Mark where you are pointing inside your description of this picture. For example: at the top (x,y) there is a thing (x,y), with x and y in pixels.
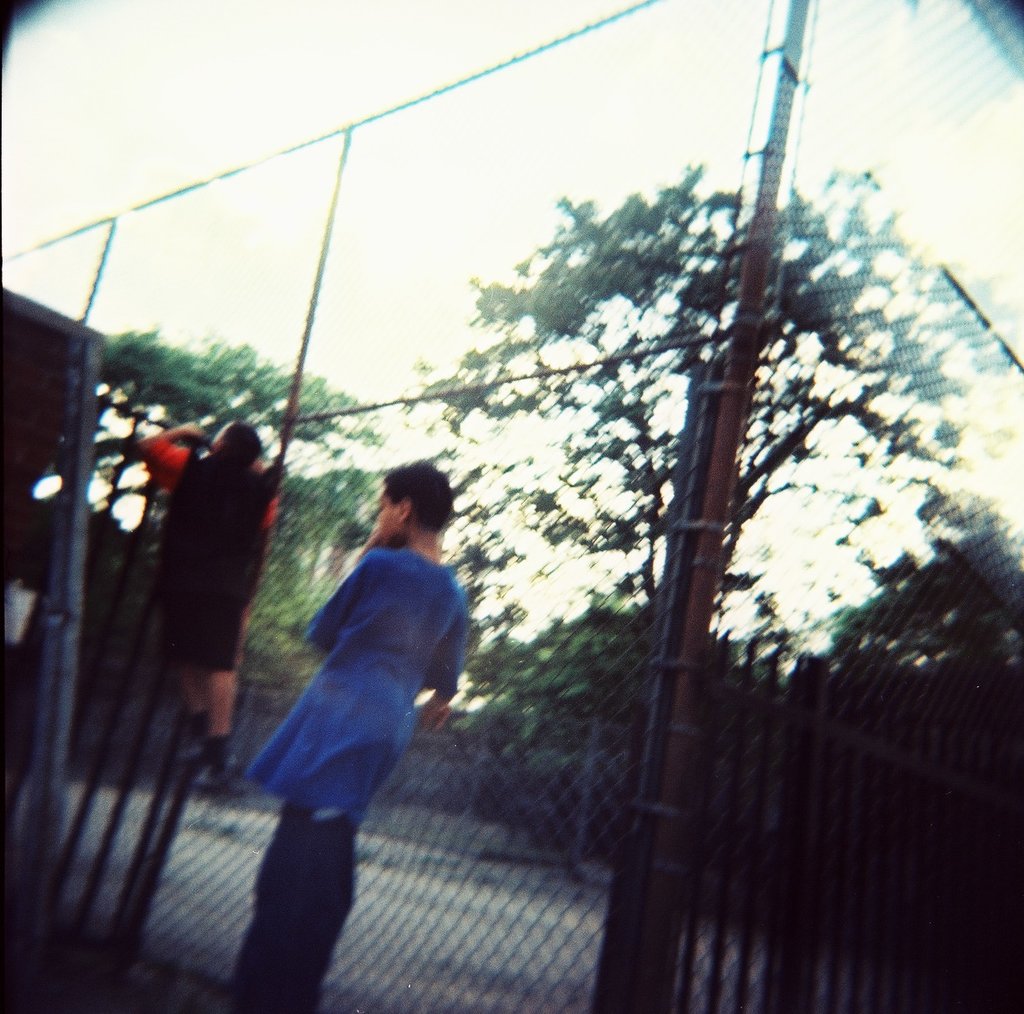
This is a boy (310,801) standing. This looks like a fence (836,892), which is attached to the poles (672,869). I can see another boy (214,666) climbing the fence (140,746). In the background (494,362), I can see the trees (623,349) behind the fence (793,373).
